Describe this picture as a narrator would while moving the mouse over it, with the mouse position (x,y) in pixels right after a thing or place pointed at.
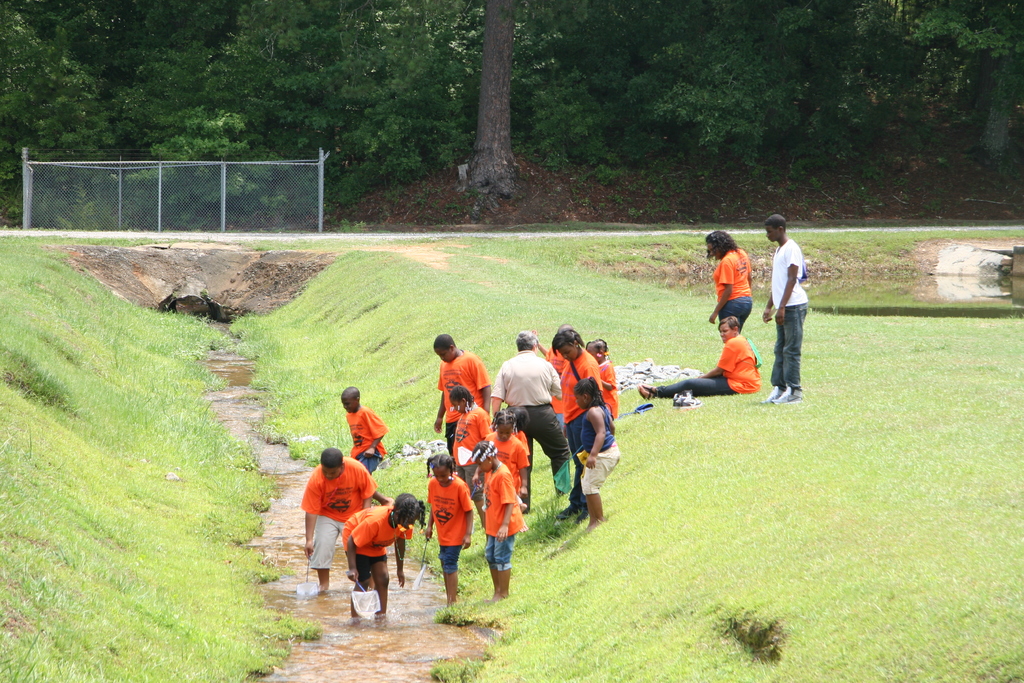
This picture describes about group of people (461,391), few are standing and a person (746,381) is seated on the grass (741,443), we can see water (273,459), in the background (466,154) we can find few trees (281,120), metal rods (78,164) and a net (226,208).
